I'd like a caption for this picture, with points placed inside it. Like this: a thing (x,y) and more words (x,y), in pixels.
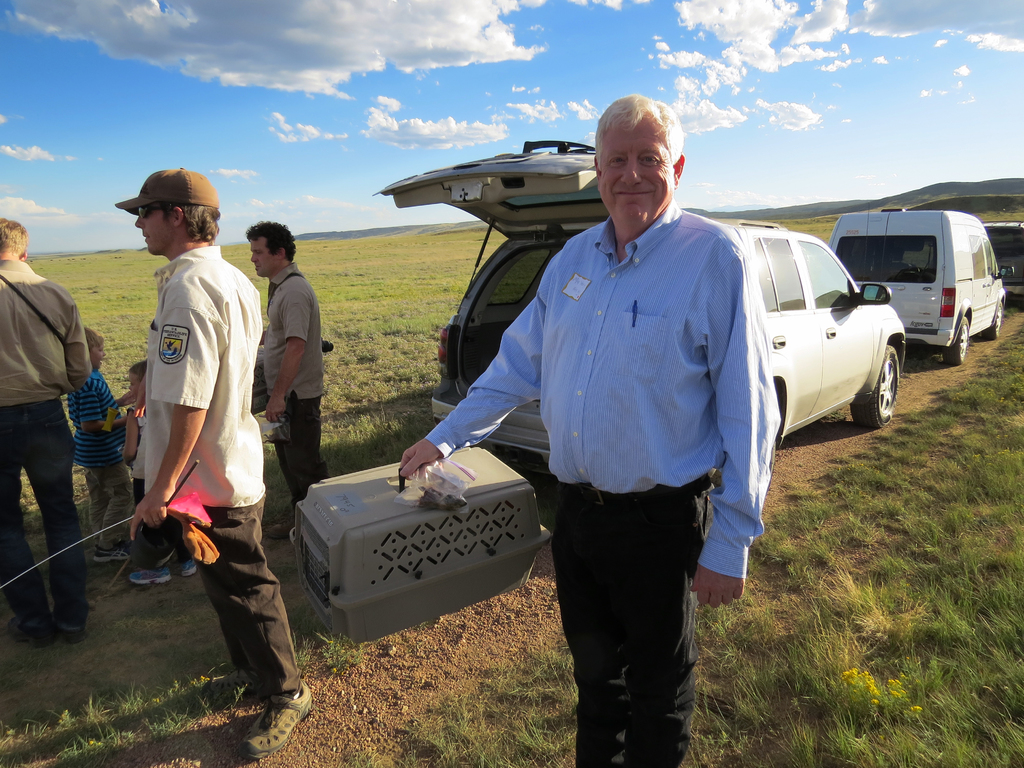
In this picture we can observe some people (266,366) standing. We can observe a man (597,370) holding a grey color box (369,495) and smiling. Behind them there are some cars (850,319) parked on the ground (828,422). There is some grass (847,574) on the ground (430,369). In the background (357,99) there is a sky (331,52) with some clouds (401,67).
